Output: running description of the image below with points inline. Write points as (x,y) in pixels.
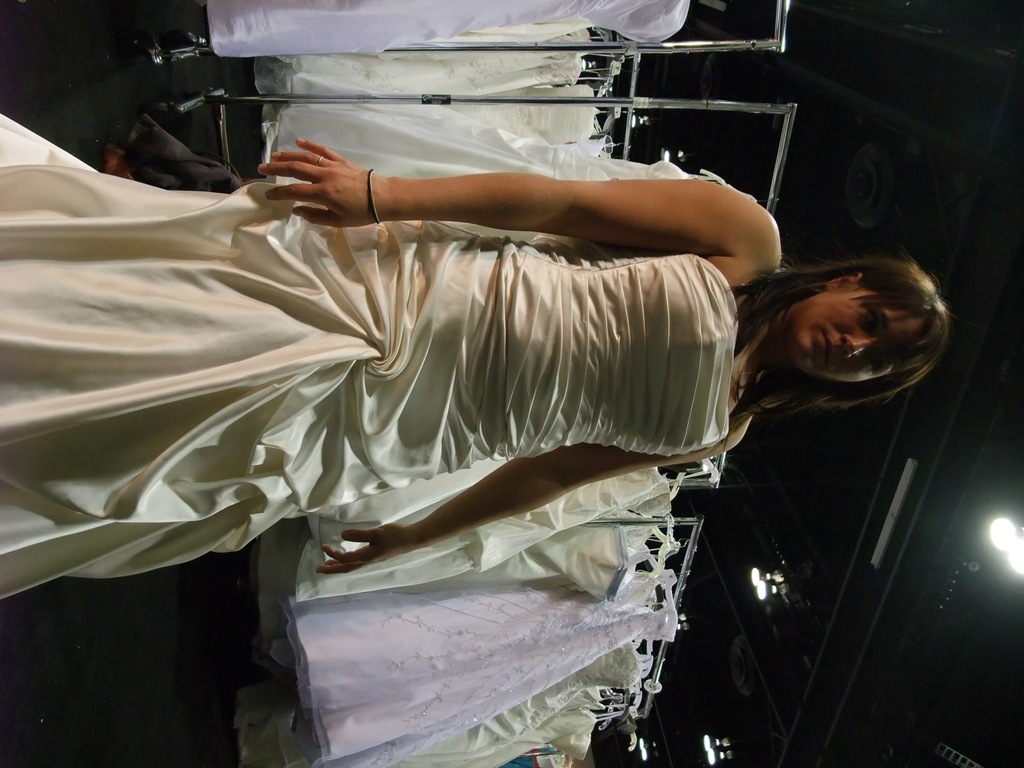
In this image I can see a woman (584,367) wearing cream colored dress (508,328) is standing and in the background (611,610) I can see few metal rods (648,699) and few dresses (573,640) which are white and cream in color are hanged to them. I can see the dark ceiling (876,449) and few lights (897,490) to the ceiling (809,600).
